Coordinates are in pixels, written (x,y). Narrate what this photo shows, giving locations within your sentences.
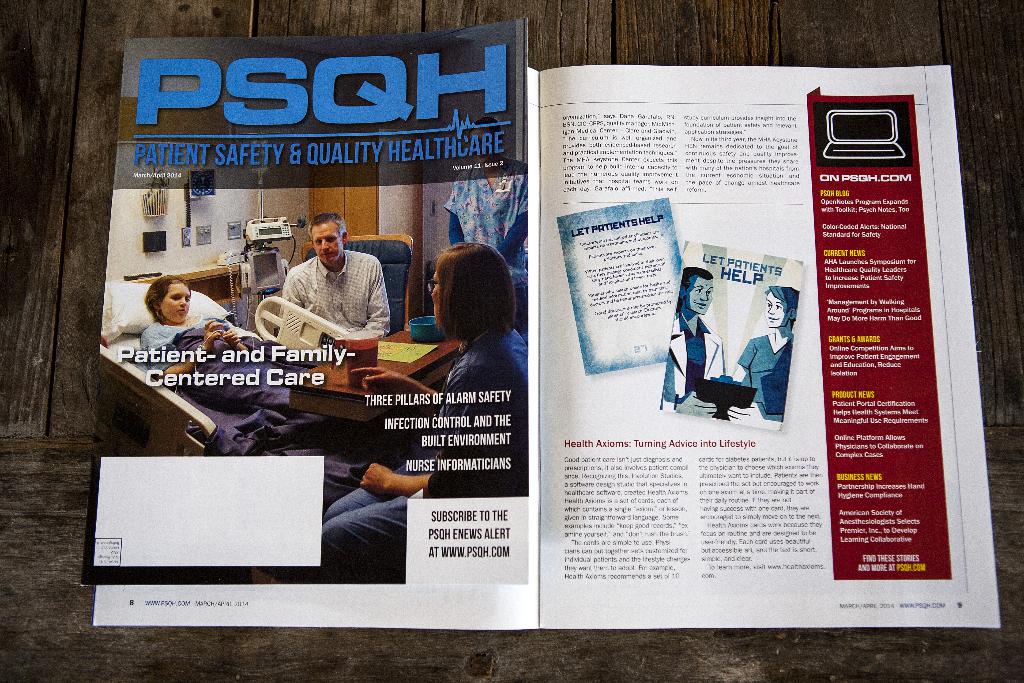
In this image in the center (346,397) there is a magazine (334,211), and on the magazine (617,329) there is text (588,443). And on the left side of the magazine (349,285), there are some people (360,294) one person (168,327) is lying on a bed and also there are some machines (252,278), wall (296,263), door (318,189). And in the background (53,66) it looks like a wooden table (417,654).
